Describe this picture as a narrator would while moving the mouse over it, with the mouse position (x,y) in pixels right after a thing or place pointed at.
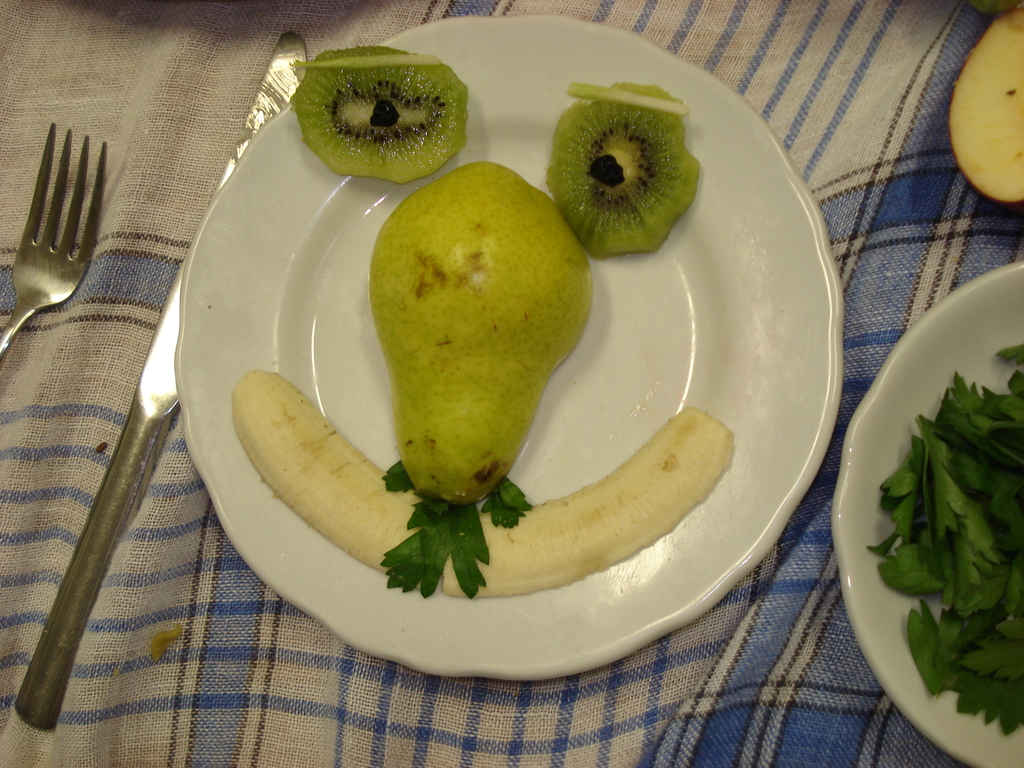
In this image at the bottom (488,753) there is a cloth (720,679) and there are plates (682,313), in the plates (565,466) there are some fruits (589,256). And on the right side (926,543) there is a plate (935,400) and in the plate (970,350) there are some leaves (967,497), and near it there is an apple (998,129), and on the left side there is a fork (43,242) and butter knife (96,527).
